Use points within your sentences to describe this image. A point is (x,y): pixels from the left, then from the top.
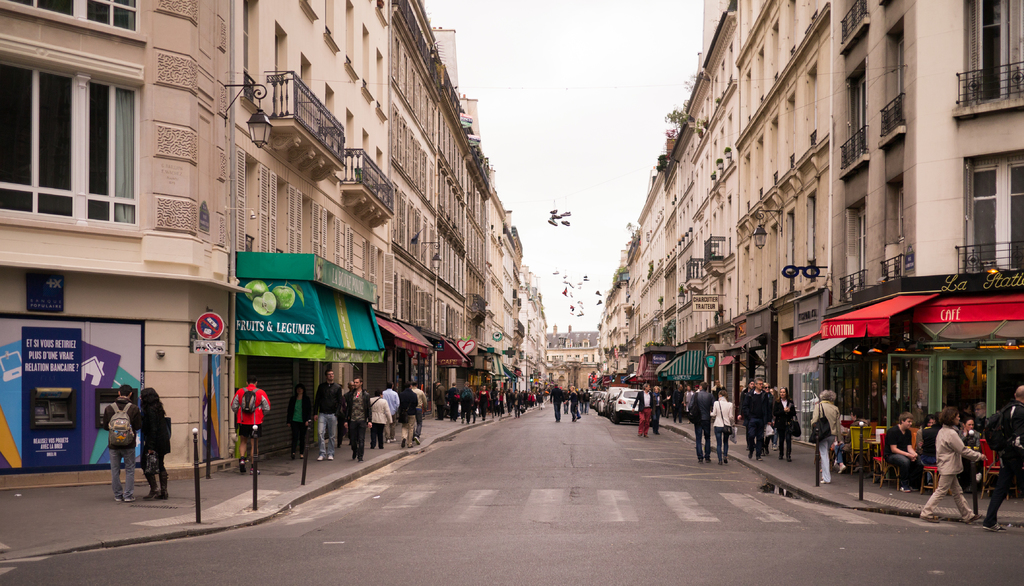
In this picture we can see some people (255,398) are walking on the path (144,535) and some people (896,431) are sitting on chairs (863,447). On the left side of the people (267,398) there are stalls (337,346), buildings (389,183) and a pole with sign board (222,326). Some vehicles (609,393) parked on the road (620,423) and behind the buildings (660,314) there is the sky (568,117).
